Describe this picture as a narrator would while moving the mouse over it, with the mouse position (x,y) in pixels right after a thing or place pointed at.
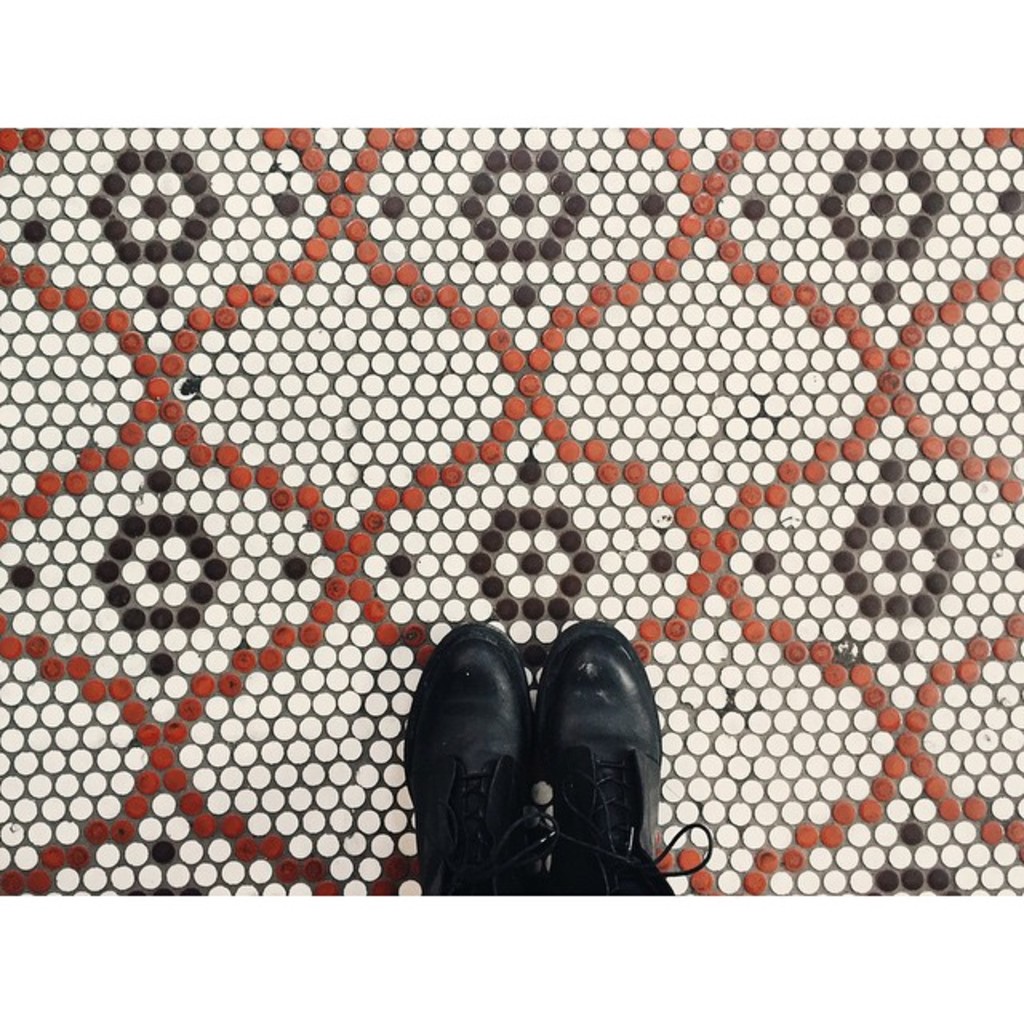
In this picture we can see shoes (452,679) on the surface (308,414).
